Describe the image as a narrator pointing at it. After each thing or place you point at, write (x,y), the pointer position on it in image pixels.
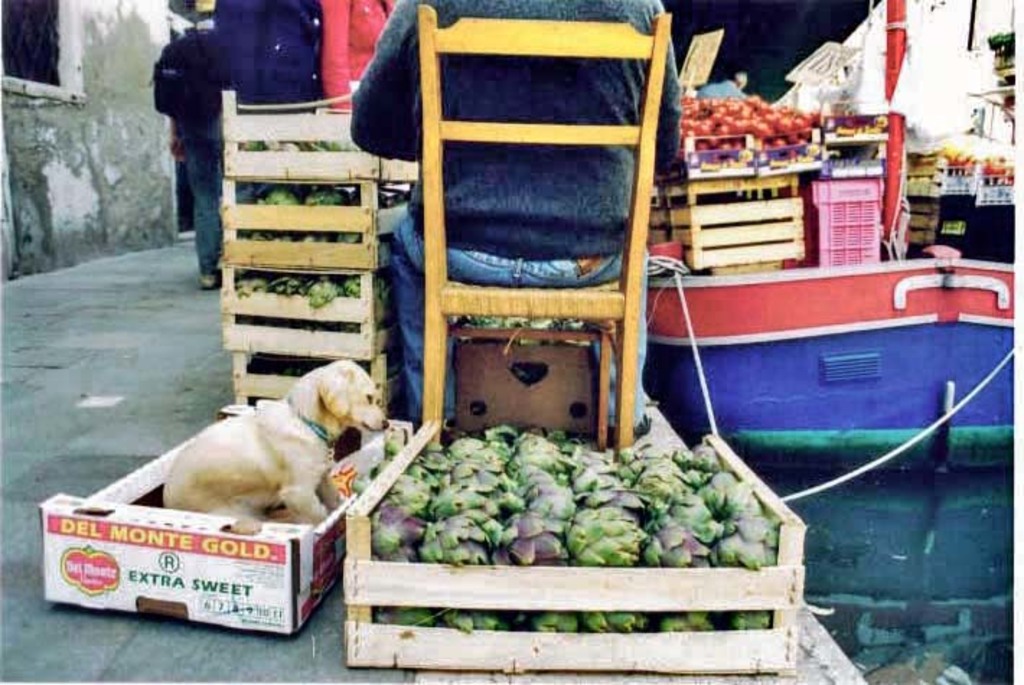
There are many boxes (827,139) containing vegetables (599,475). On one box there is a dog (344,428). A person (461,216) is sitting on a chair (531,298). There is a wall (68,190) on the left side (67,177).
